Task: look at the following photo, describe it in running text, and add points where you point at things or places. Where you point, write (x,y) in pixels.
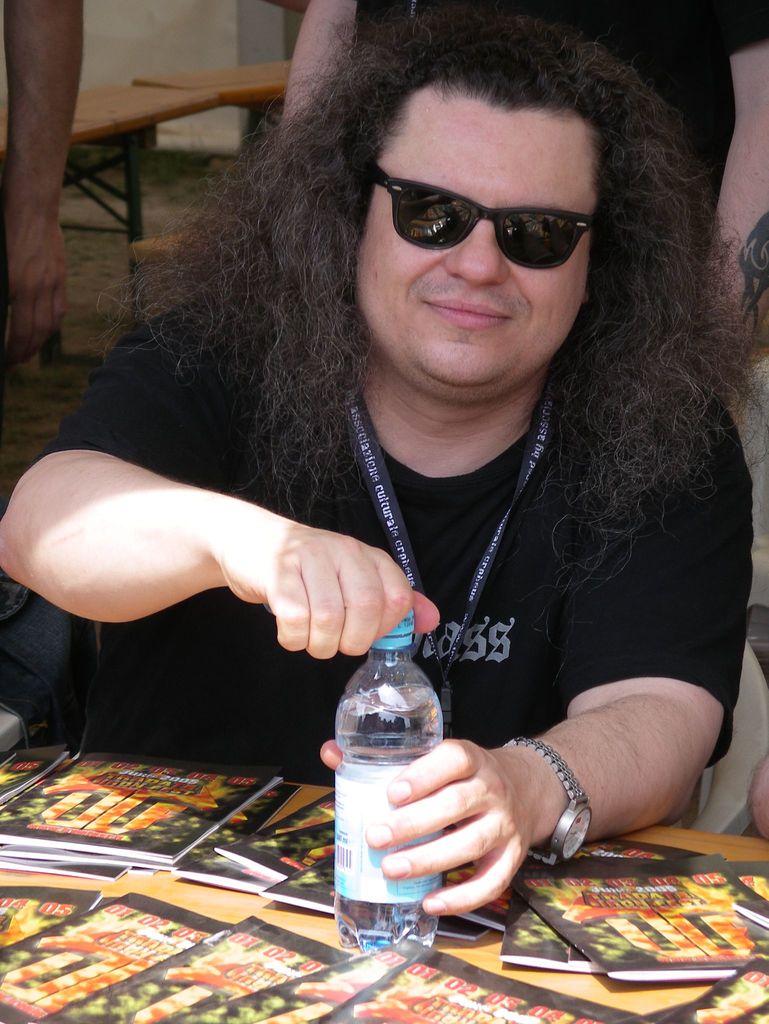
In this image In the middle (410,556) there is a man (487,514) he is smiling he wear black t shirt (448,520), watch (560,816) and shades (462,212) he is opening bottle cap (404,636). At the bottom (201,906) there is a table (222,912) on that there are many books (252,858). In the background (40,240) there are some people (36,163) and table (184,93).
